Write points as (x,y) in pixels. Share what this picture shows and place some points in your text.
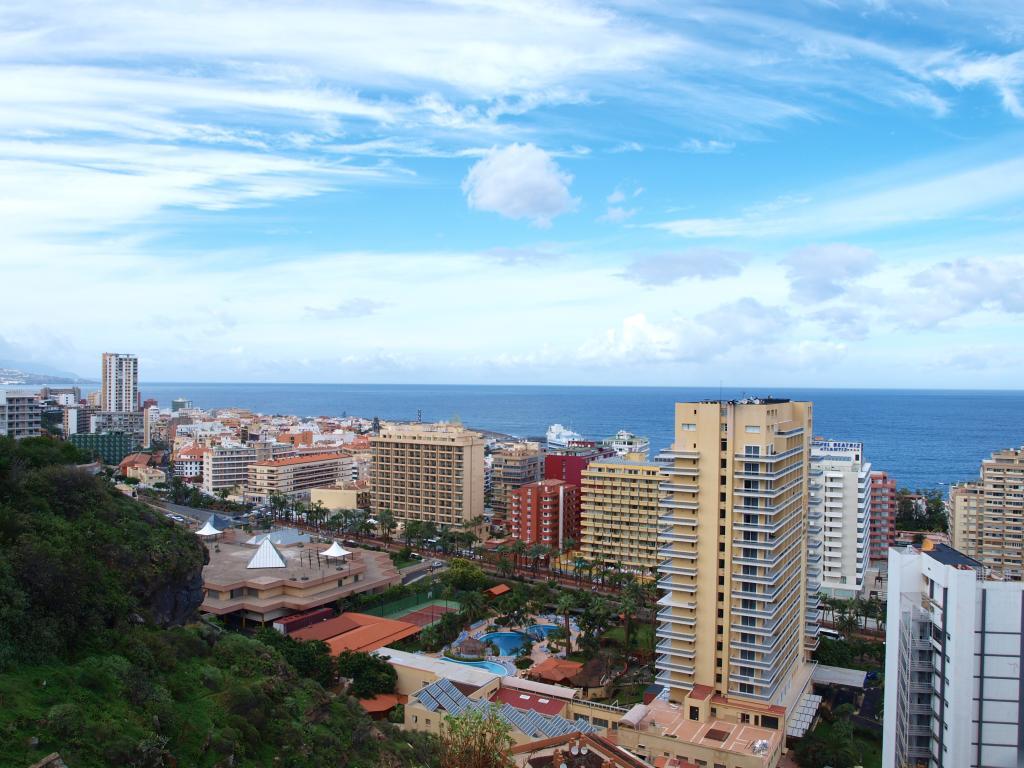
In this image we can see a group of trees (460,722), buildings (528,711) and a swimming pool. Behind the buildings (785,506) we can see the water (820,402). At the top (549,145) we can see the cloudy sky (511,233).
